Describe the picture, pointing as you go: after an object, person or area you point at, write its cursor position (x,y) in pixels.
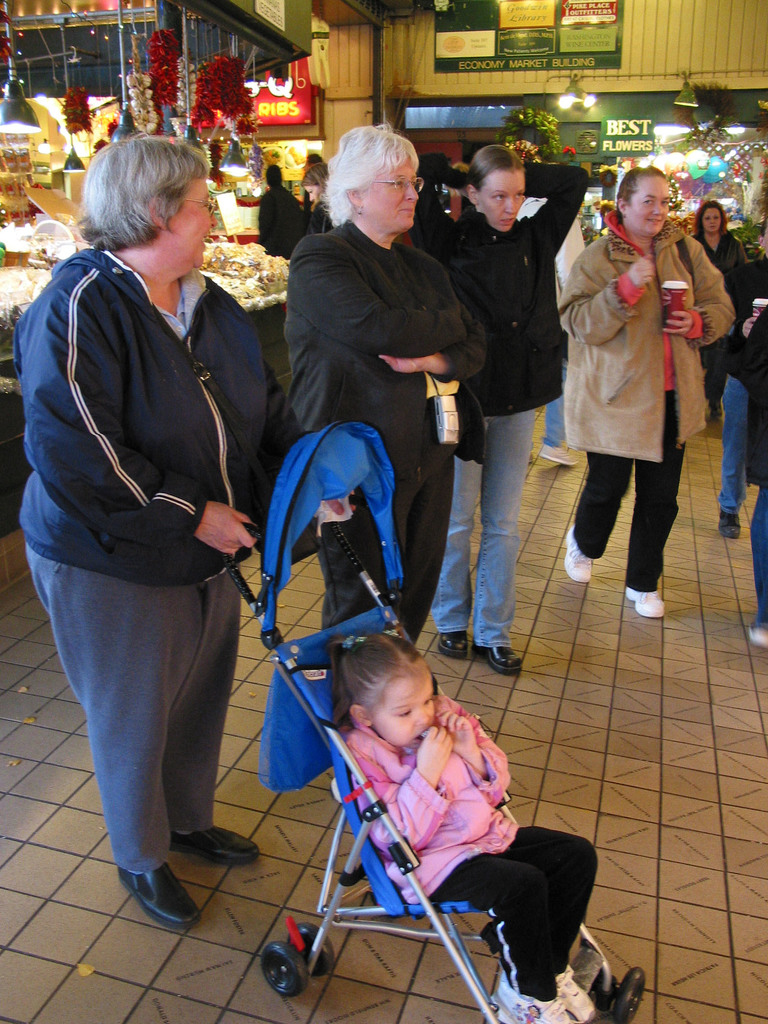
In this image I can see few persons (444,374) are standing on the ground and a woman (189,375) is holding a stroller (284,514) which is blue in color and a girl (475,813) wearing pink and black colored dress (468,815) is sitting in the stroller (371,795). In the background (222,155) I can see few stores (231,232), few flowers (229,104) which are red in color, few lights (232,149), few boards (585,44) and few other objects (741,235).
